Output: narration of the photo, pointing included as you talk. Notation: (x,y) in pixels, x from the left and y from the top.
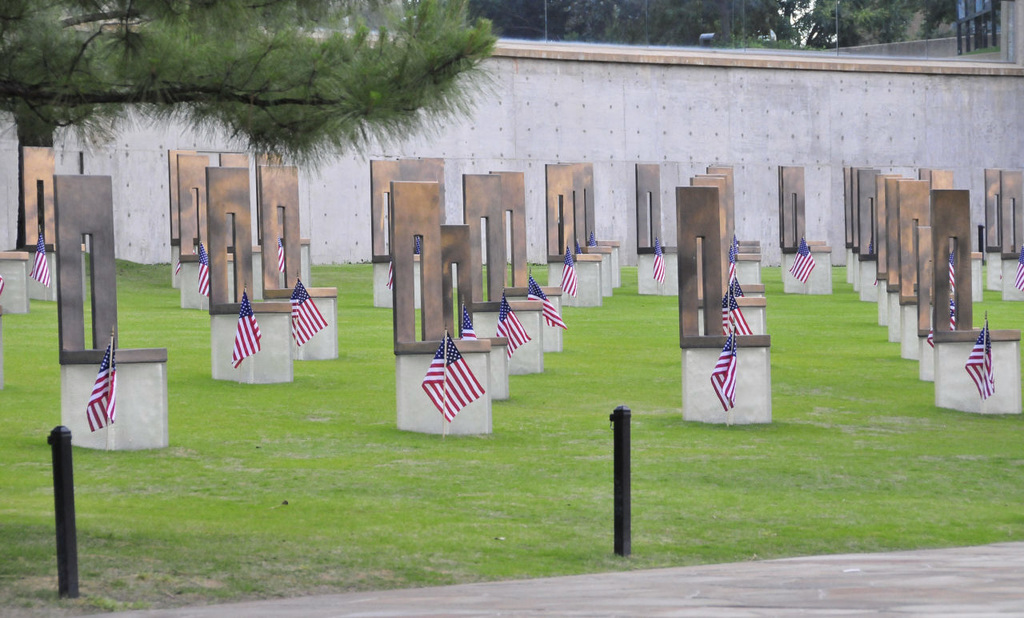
This picture shows few grave stones (711,241) and we see flags (467,392) and grass (603,452) on the ground (599,596) and we see trees (55,69) and a wall (561,77).
